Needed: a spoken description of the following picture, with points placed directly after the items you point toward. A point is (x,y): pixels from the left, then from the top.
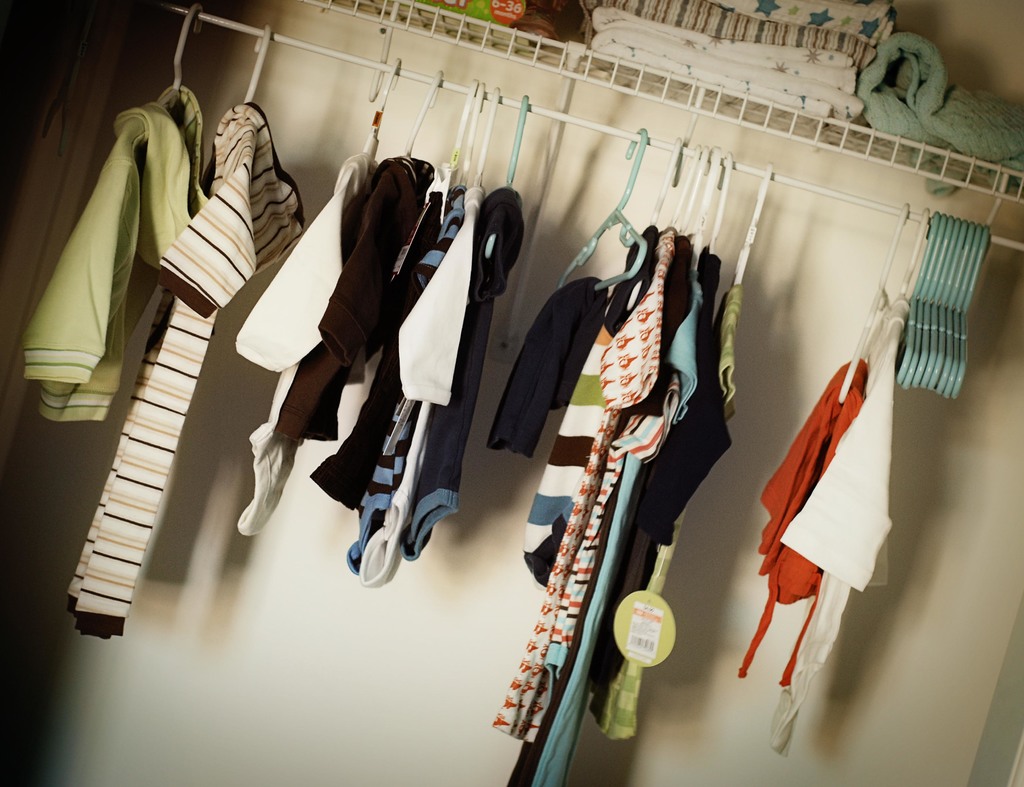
Here in this picture we can see number of clothes (499,245) present on the hanger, which is present on the pole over there and we can also see other hangers (954,282) also present and at the top (792,93) we can see blankets (709,49) present over there.
